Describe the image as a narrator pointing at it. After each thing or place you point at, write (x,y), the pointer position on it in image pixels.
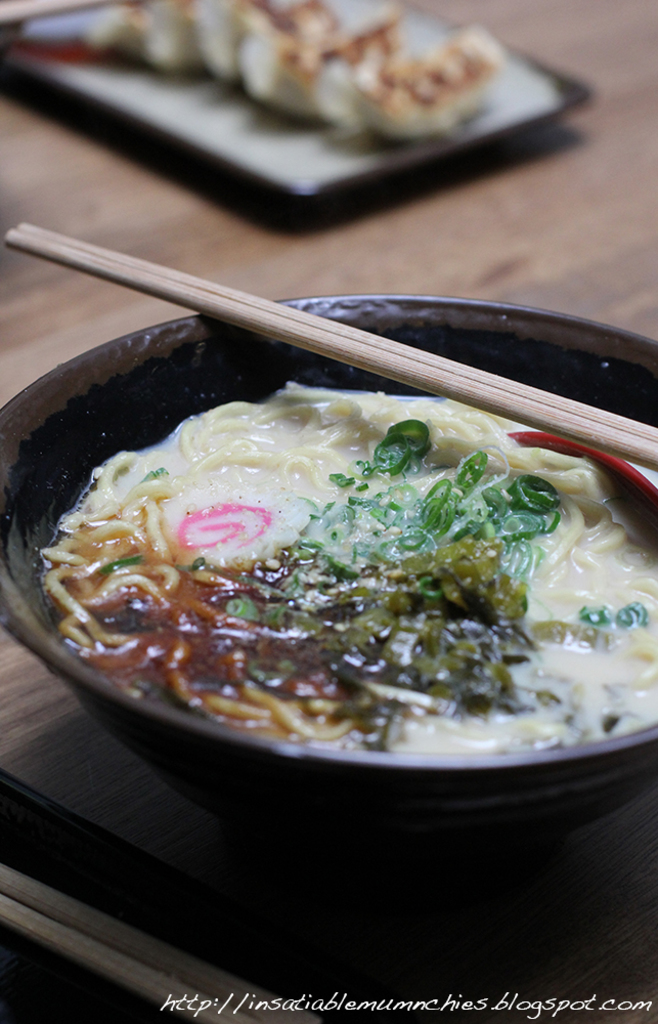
There is food (328,510) in a plate (572,794) and chopsticks (228,316) on it on the table (113,244).
